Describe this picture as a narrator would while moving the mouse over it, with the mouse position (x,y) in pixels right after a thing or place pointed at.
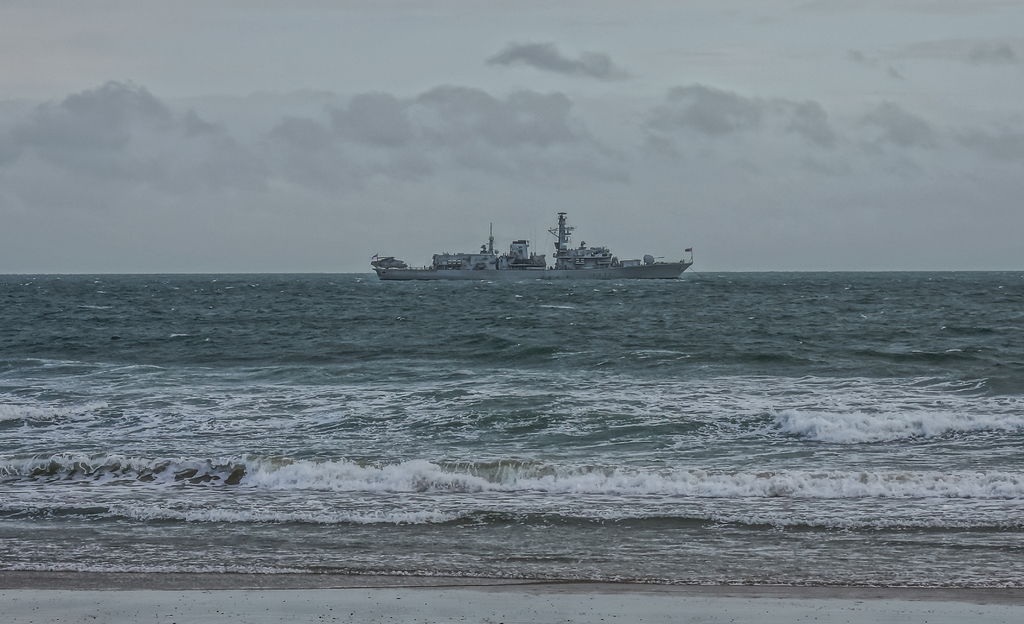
In this picture we can see a ship (645,268) on water (631,399) and in the background (124,159) we can see the sky (476,163) with clouds (576,98).
